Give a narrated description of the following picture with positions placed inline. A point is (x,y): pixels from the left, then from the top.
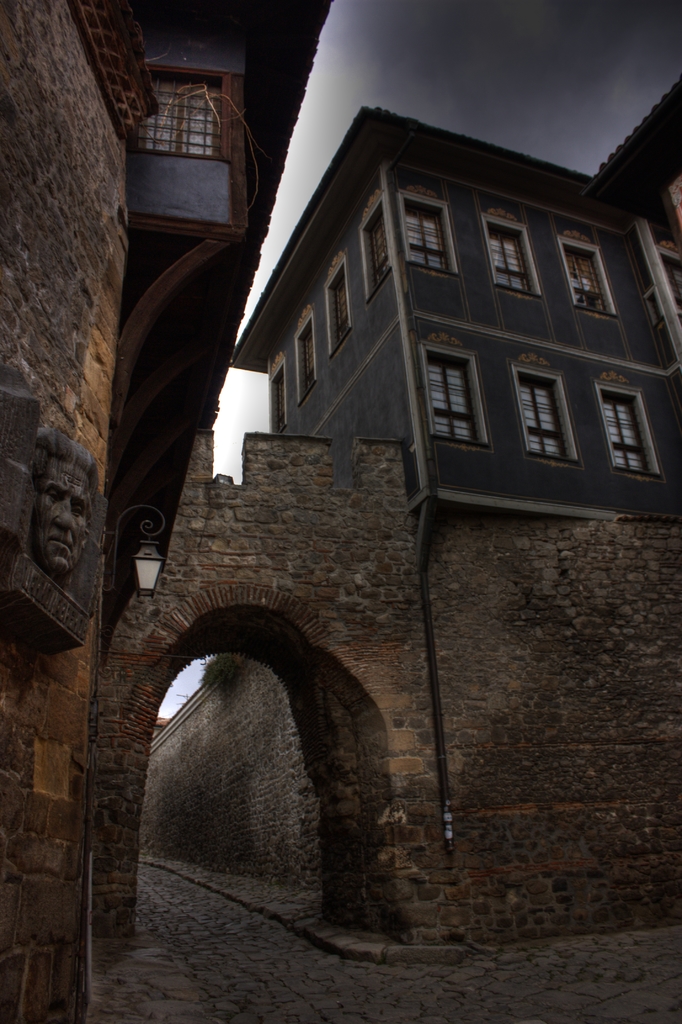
This is the picture of a place where we have some buildings (48,200) which has some windows (590,258) and also we can see a sculpture (90,511) and a lamp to the wall (28,219).
